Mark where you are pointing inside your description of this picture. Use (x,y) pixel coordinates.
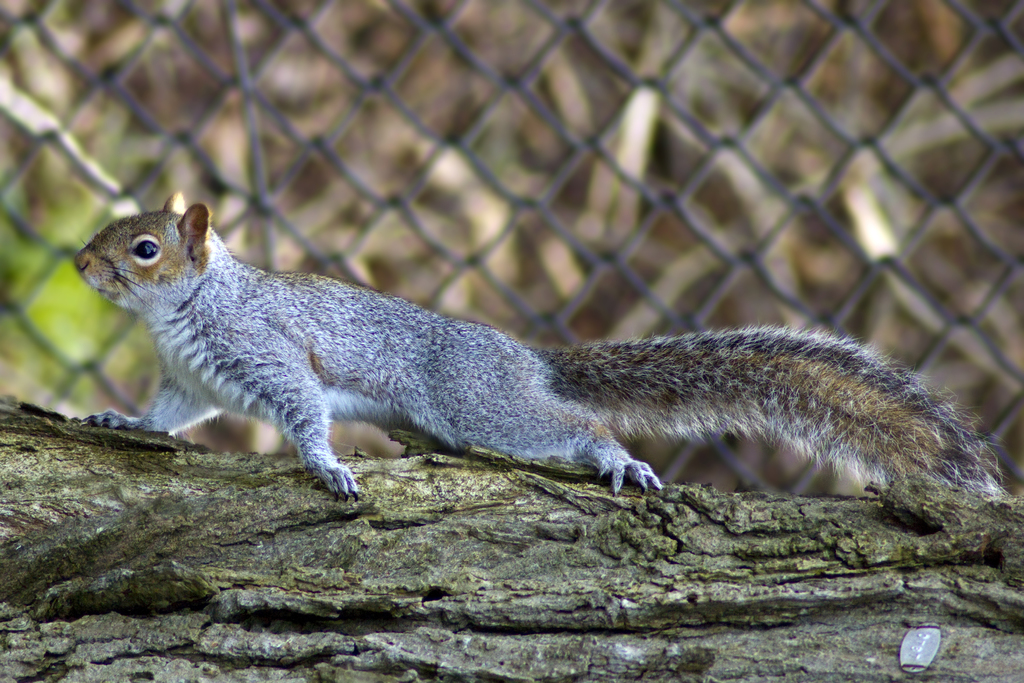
In this image I can see in the middle (349,313) there is a squirrel (387,355), in the background (546,233) it looks like an iron net (472,257).
